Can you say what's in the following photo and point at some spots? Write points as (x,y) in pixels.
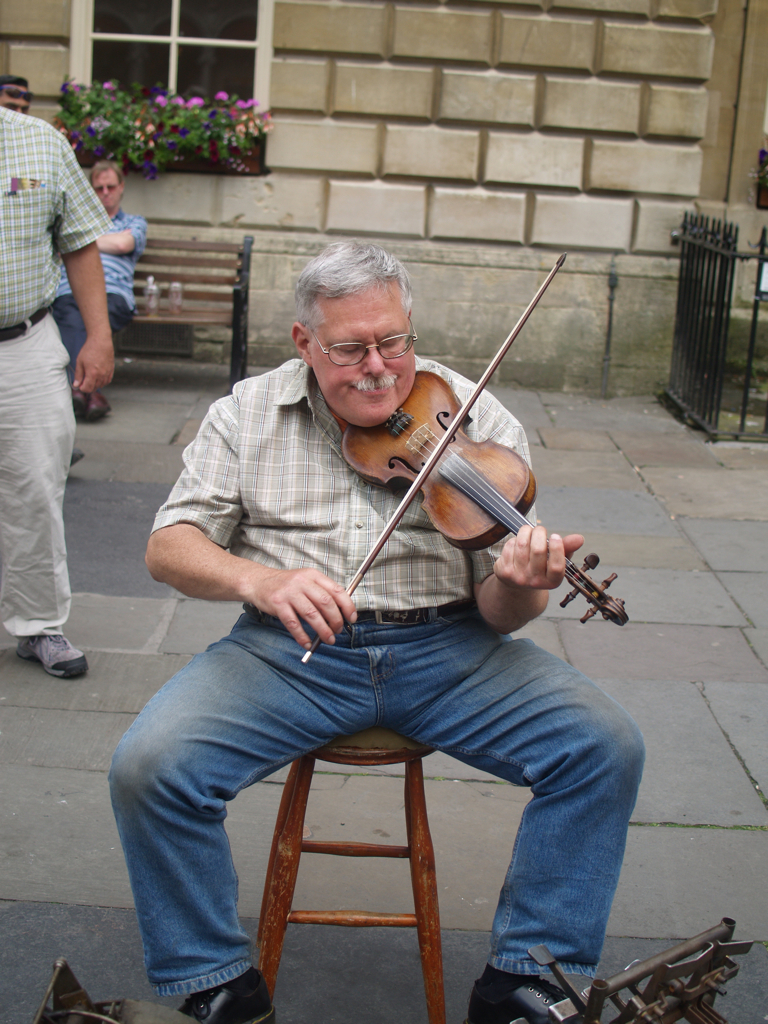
In this image there are four person (267,508) in front (441,476) the person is sitting on the stool (334,743) and playing violin (405,483). At the background (217,312) the person (134,256) sitting on the bench (180,314) with a water bottle (172,286). There is a building (437,156), window (243,60) and railing (712,319). On the left side (44,334) the person (44,356) is standing on the road (74,497).
